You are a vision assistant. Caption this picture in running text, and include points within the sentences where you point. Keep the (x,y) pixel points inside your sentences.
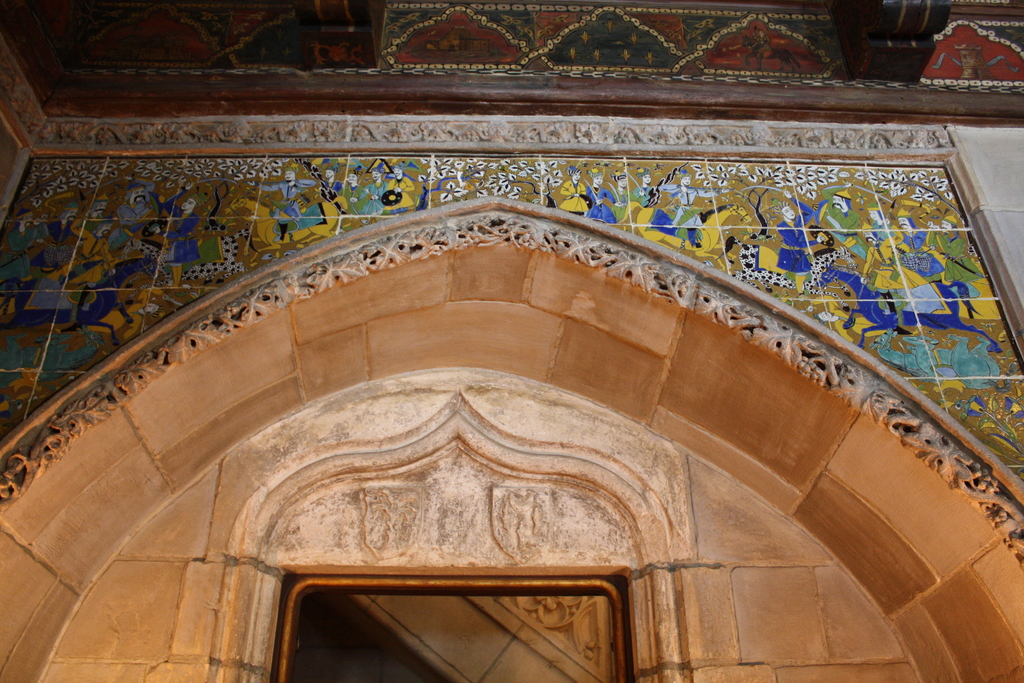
In this image I can see the interior of the building (868,281) in which I can see few colorful tiles (547,202) to the wall (192,207), the entrance door (383,591) and the ceiling (423,39).
